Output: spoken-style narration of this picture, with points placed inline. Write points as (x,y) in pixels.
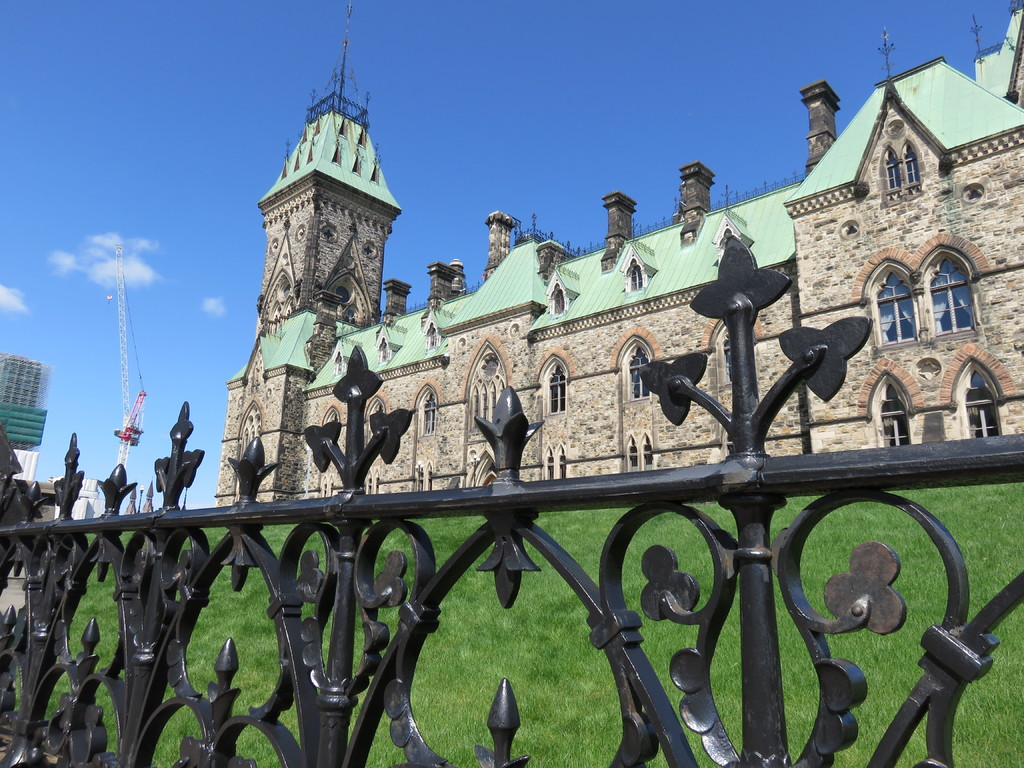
This picture is taken from outside of the building (760,374). In this image, we can see a metal grill (351,528) which is in black color. In the background (588,422), we can see a building (635,353), glass window (936,288). On the left side (17,383), we can see a crane (120,434), building (39,369). At the top (209,95), we can see a sky (274,96) which is a bit cloudy, at the bottom (548,644), we can see a grass (570,634).
